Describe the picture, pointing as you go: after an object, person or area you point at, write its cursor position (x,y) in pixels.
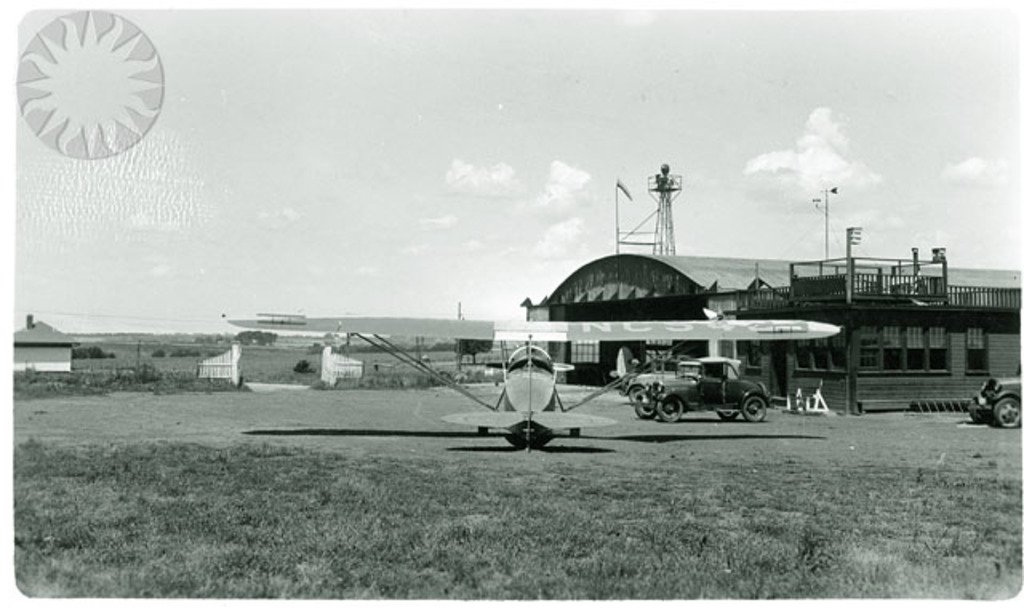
This picture is clicked outside. In the center (517,382) there is an aircraft (738,325) and we can see the vehicles (746,395) and we can see the grass (692,470) and a house (754,308). In the background (302,140) we can see the sky (366,134), plants (159,379), metal rods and some other objects (220,378). In the top left corner (97,61) we can see the logo (108,74) on the image.
